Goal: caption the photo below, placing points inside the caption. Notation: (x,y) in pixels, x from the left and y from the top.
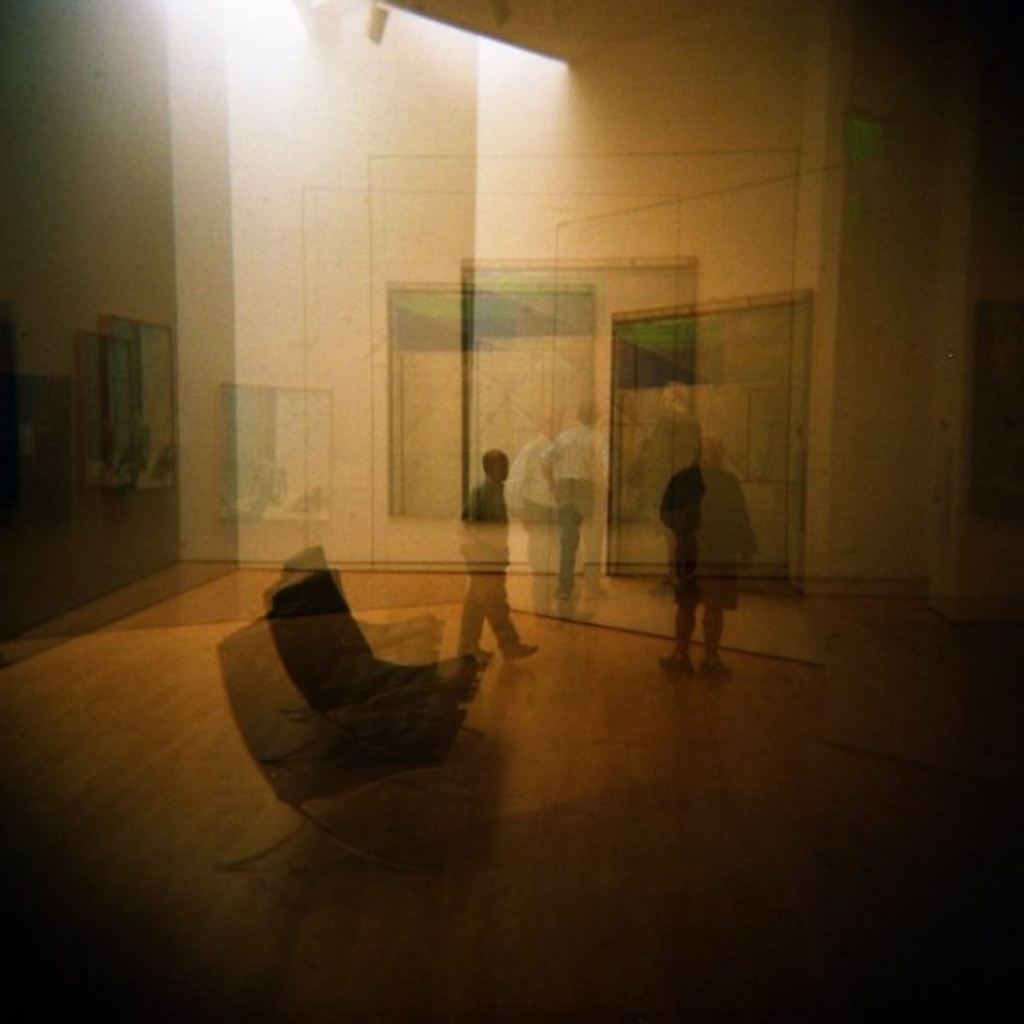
In this picture we can see a blur image, in which we can see some people (552,527), couch (385,697) and frames (718,370) to the wall (62,551).
